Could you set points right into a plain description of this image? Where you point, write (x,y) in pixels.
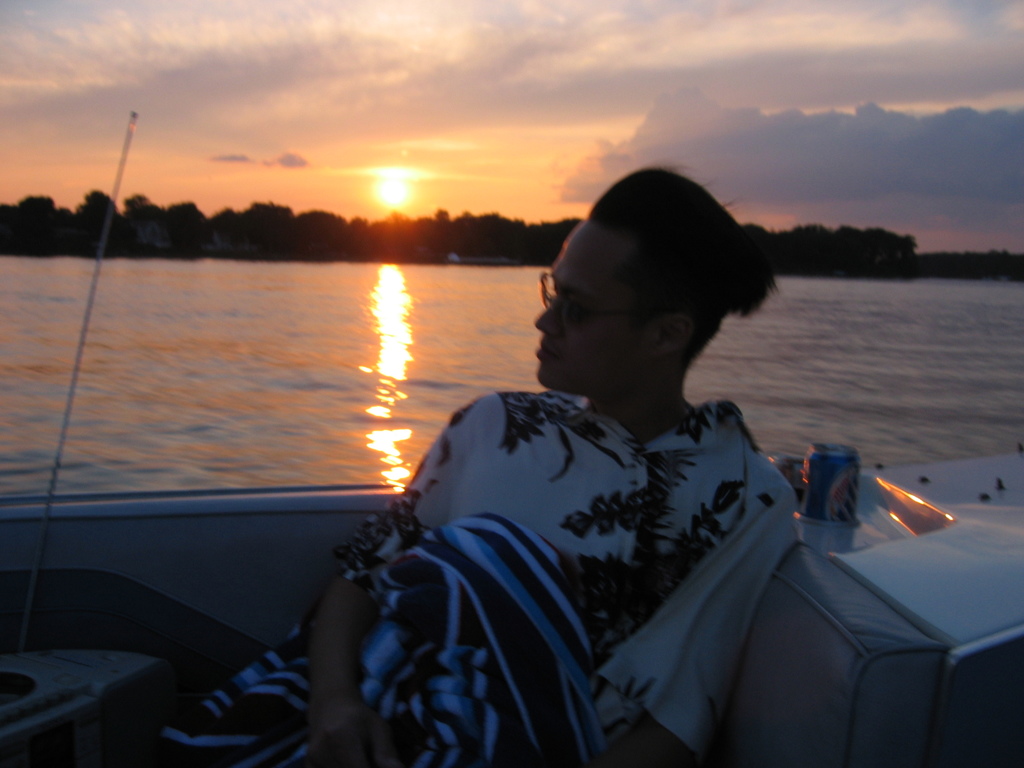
In the center of the image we can see one boat (833,588). In the boat (856,581), we can see one can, one person (643,271) sitting and wearing glasses (652,310) and a few other objects (206,722). In the background (378,101) we can see the sky (410,153), clouds (448,54), sun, trees (232,215), water (369,330) etc.
